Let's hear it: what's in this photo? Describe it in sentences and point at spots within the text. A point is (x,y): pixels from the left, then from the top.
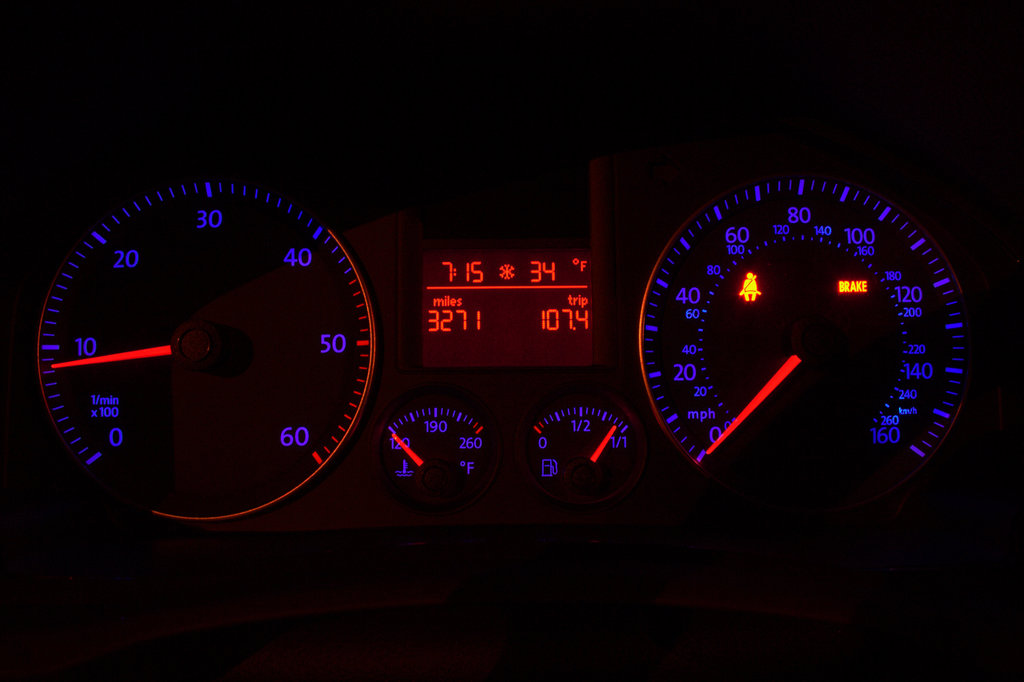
This image consists of speedometers (809,271). The background (985,575) is in black color.
